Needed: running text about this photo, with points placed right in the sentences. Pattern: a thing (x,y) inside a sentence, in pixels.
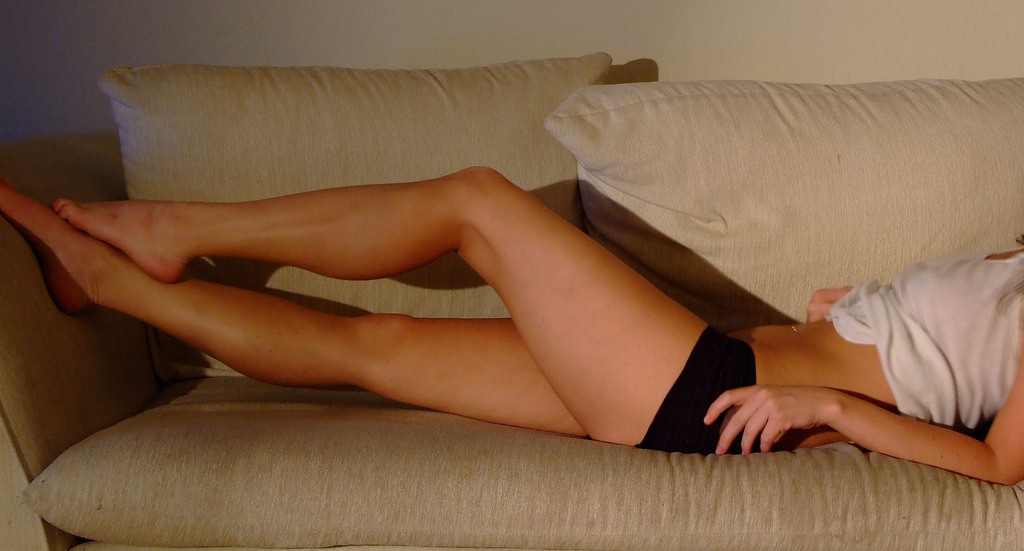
In this image, we can see a woman (217,294) lying on the sofa (312,146), in the background (870,8) we can see the wall (686,44).
